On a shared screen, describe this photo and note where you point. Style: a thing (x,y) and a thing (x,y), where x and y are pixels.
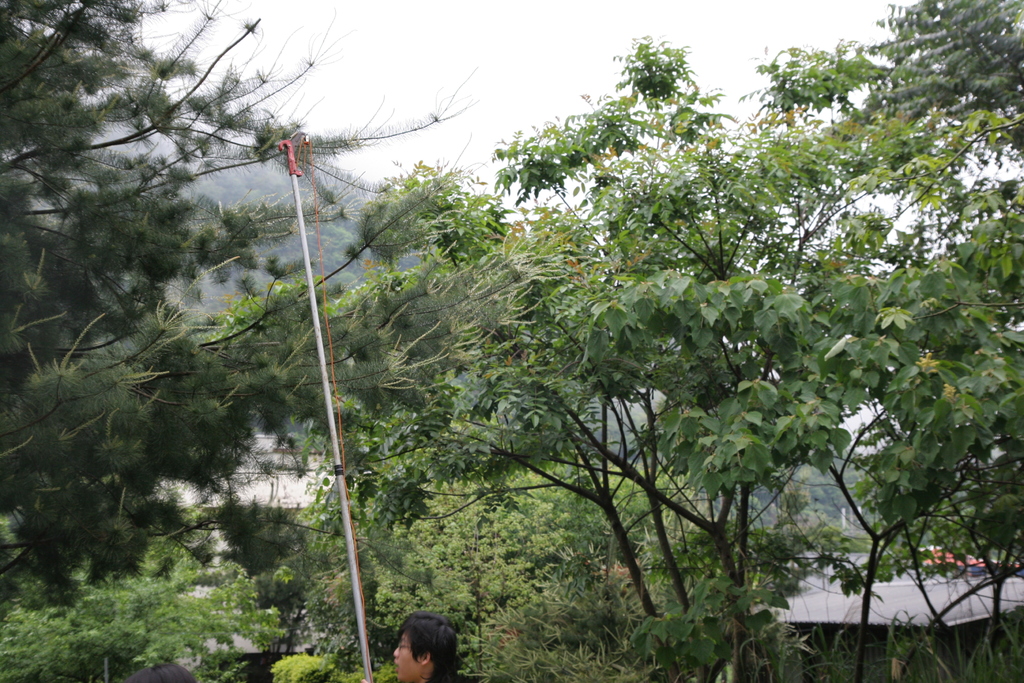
In this image, we can see a man (406,643) holding stick (321,359) and in the background (305,300), there are trees (833,389).
